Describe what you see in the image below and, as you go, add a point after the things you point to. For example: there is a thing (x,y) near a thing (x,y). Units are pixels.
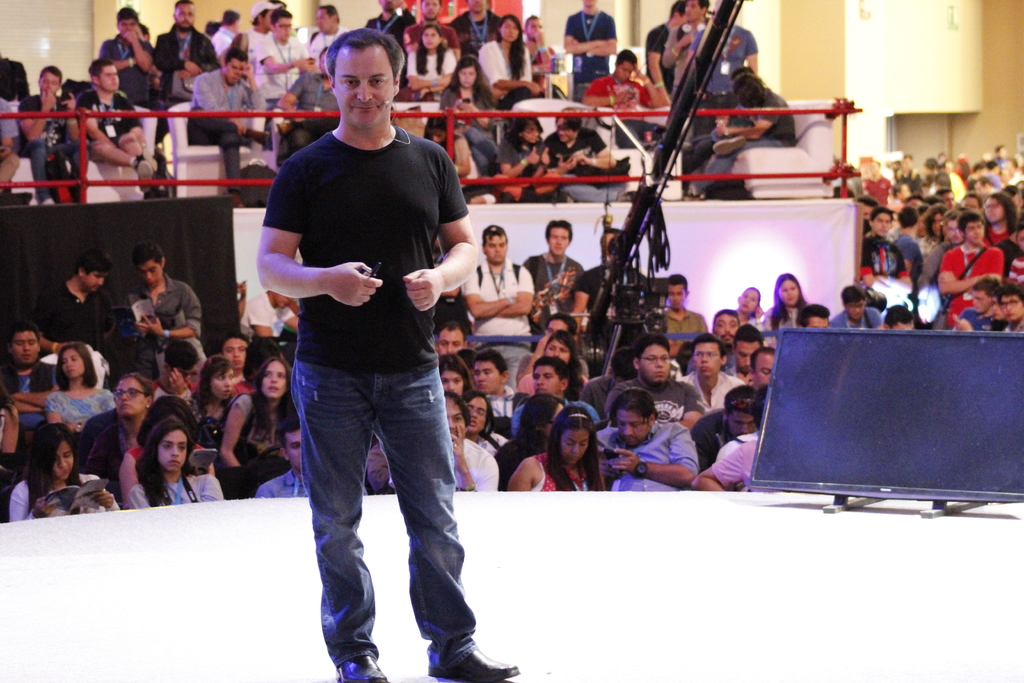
In this image in the front (383,290) there is a person (368,306) standing and speaking. In the background (605,184) there are persons (176,341) sitting and standing and there is a stand (662,150) which is black in colour and there is a screen (837,419) and there is a fence (41,114) and there is an object (124,225) which is black in colour which is in front of the fence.
